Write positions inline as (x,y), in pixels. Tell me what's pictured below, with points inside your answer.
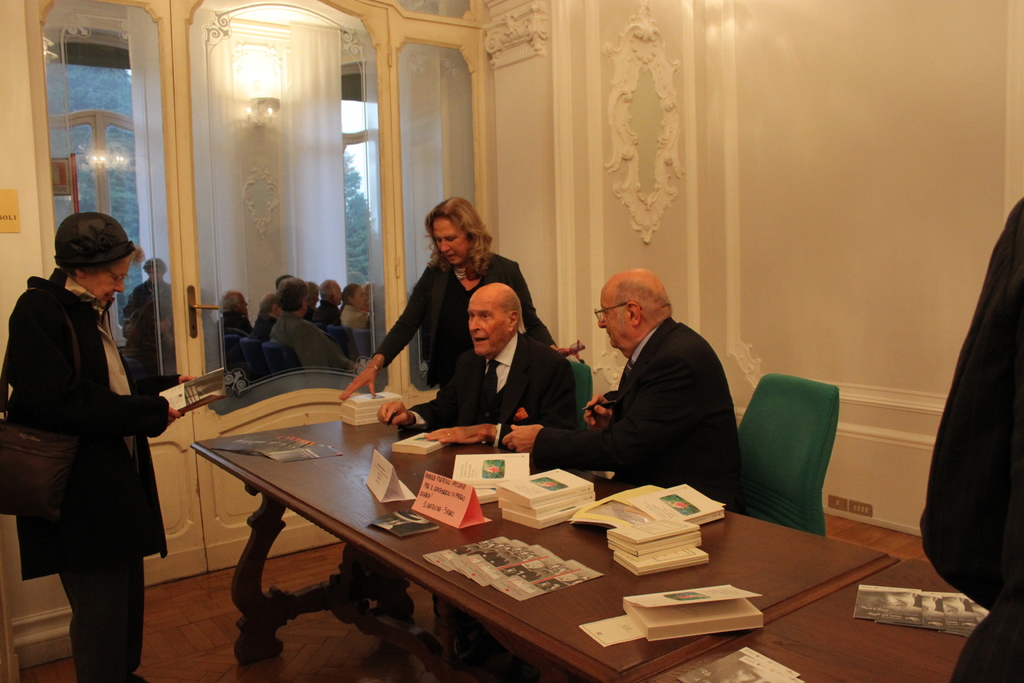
As we can see in the image, there is a wall (847,29), door (150,115), two people (498,354) sitting on chairs (772,436), a table (437,454). On table (593,542) there are books (744,591) and poster (430,486).
